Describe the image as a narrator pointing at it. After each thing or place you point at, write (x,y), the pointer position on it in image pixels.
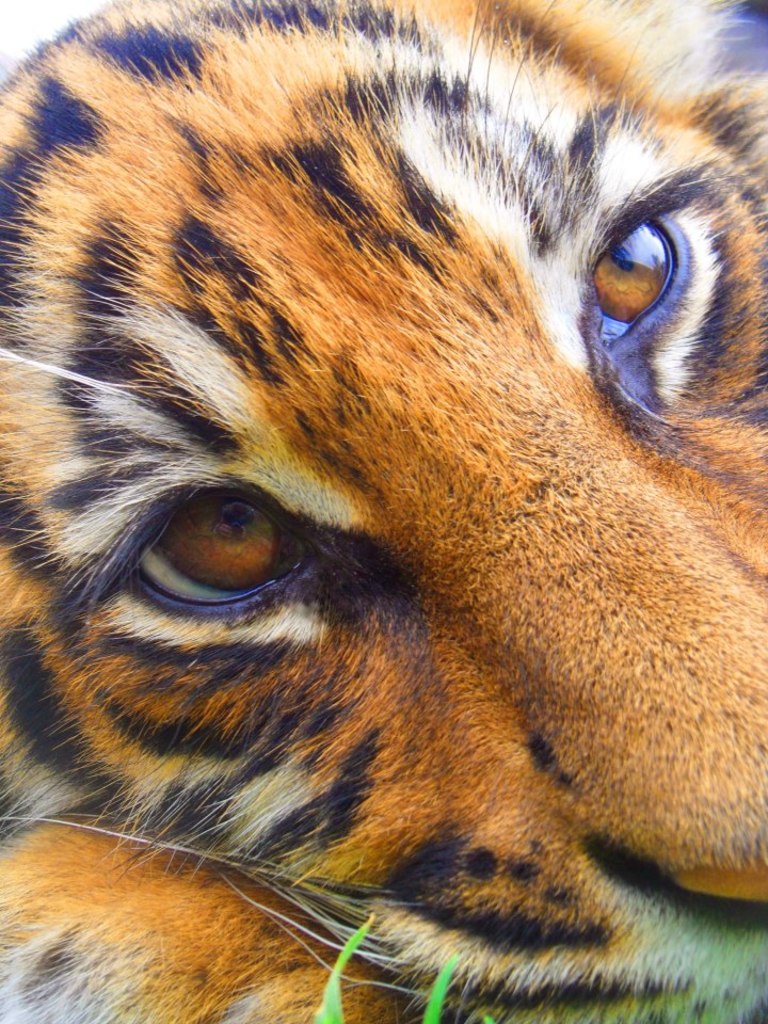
Here we can see the face (376,331) of a tiger (279,310) and at the bottom (340,1006) there are leaves (329,1023).
